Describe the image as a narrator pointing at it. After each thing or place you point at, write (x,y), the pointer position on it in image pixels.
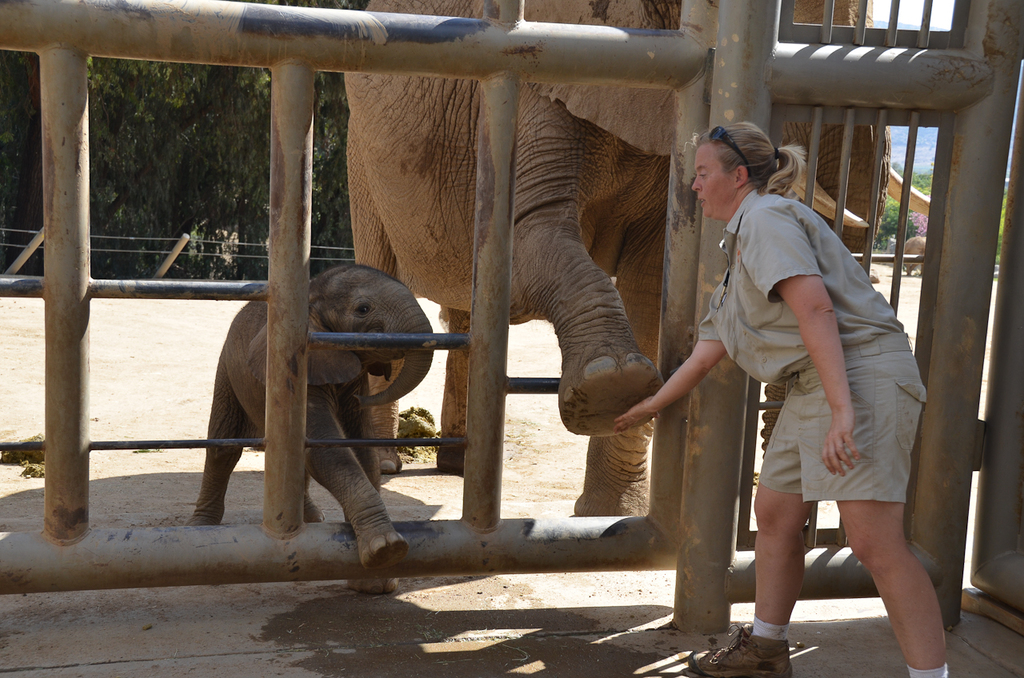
In this image we can see elephants (329,429) and a woman (769,462) touching the foot (609,420) of an elephant (598,409). In the background (218,330) we can see sand (180,350), metal grill (497,116), poles (75,135), trees (226,187) and sky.
